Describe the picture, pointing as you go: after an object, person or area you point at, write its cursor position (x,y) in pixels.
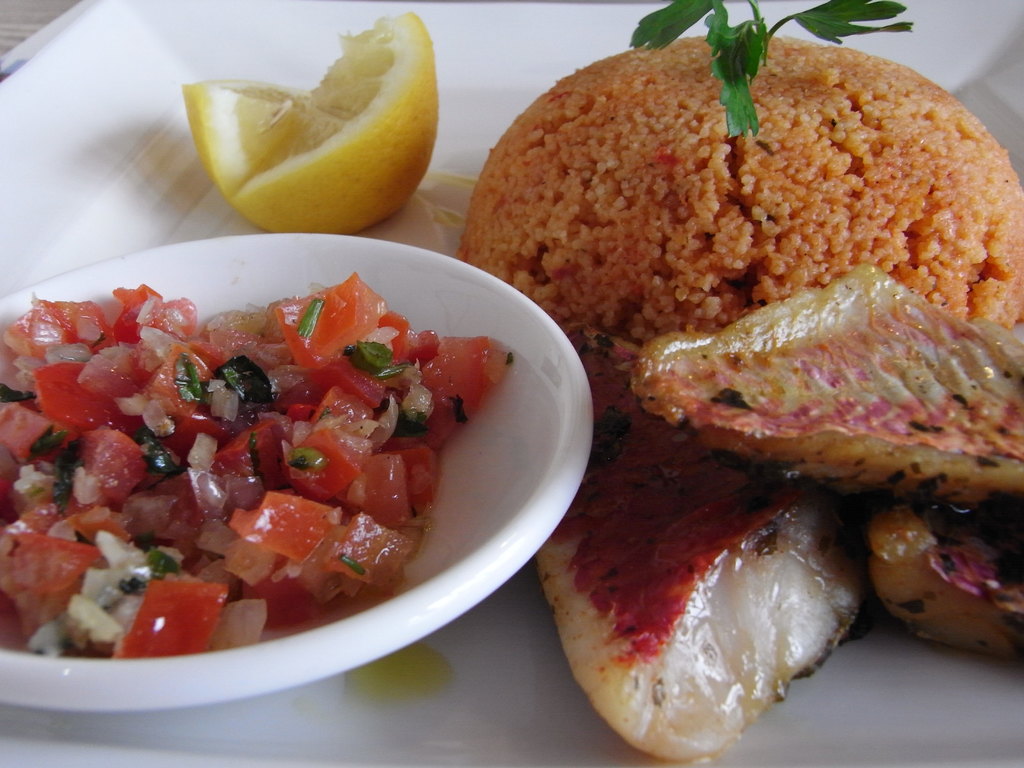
In the image we can see a plate (75,44), white in color. On the plate (171,96) there is a slice of lemon (313,107) and a bowl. In the bowl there are chopped onion (222,395) and tomato (257,433). And this is a food item (741,333).
